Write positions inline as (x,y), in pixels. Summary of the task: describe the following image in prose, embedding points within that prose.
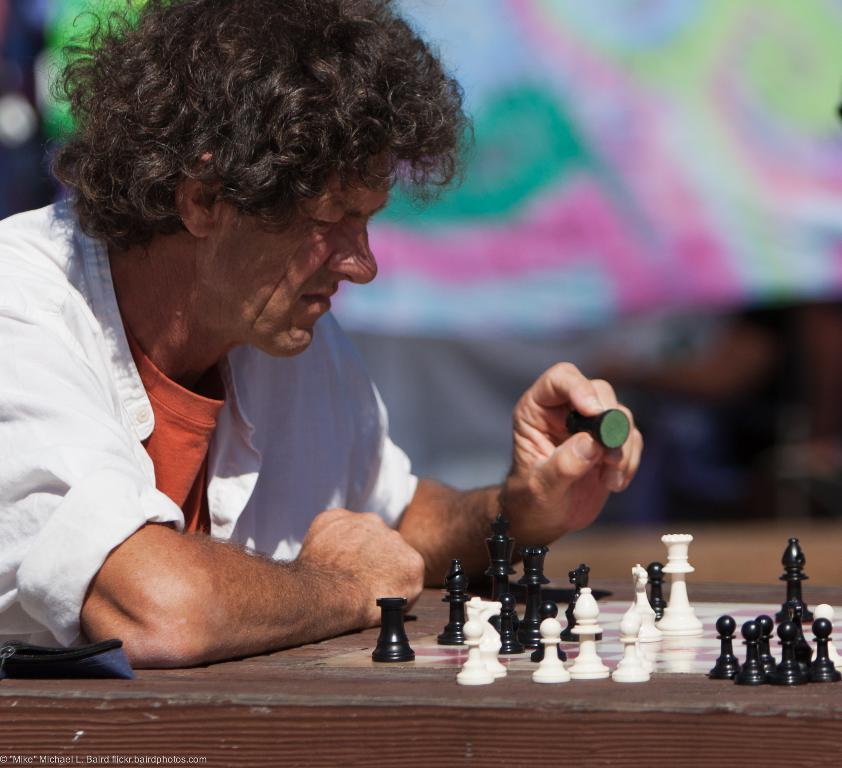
On the left side (68,439), there is a person (170,129) in white color shirt (26,433), holding a black color chess piece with one hand (568,399) and keeping the other hand (381,564) on a table (318,692), on which there is a chess board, on which there are chess pieces (459,606). And the background (461,10) is blurred.
